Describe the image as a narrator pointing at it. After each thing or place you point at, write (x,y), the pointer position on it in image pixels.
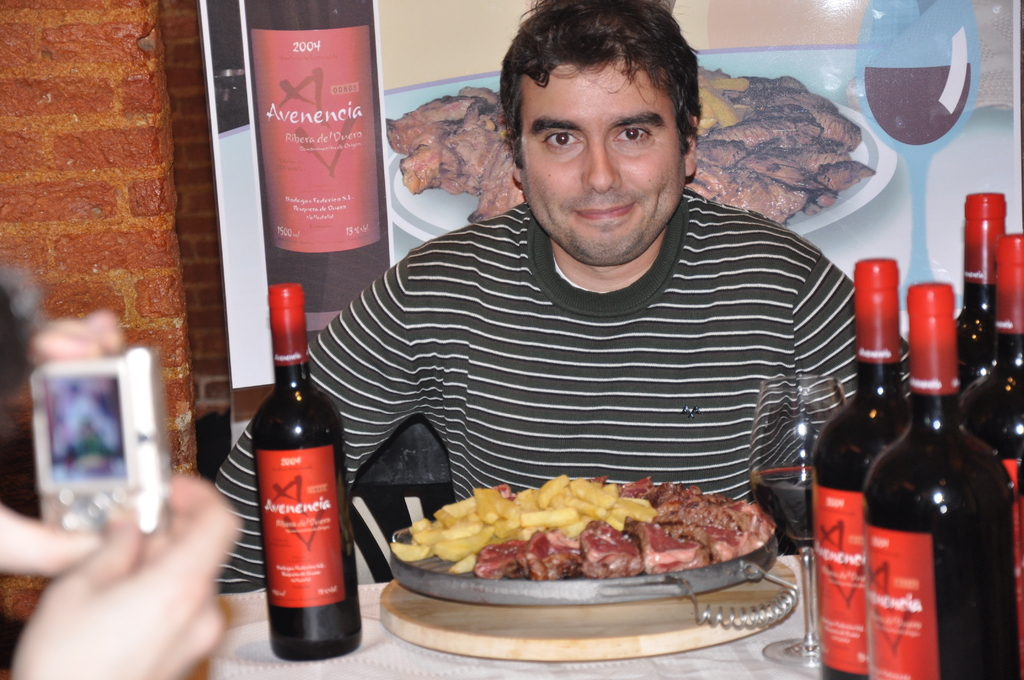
In this image we can see one person (557,448) sitting on a chair (374,504), one red wall (164,42), one table (389,660) covered with white cloth (433,662) and different kinds of objects (681,528) are on the table (380,649). Backside of the person (561,358) there is one big banner (497,6) and one person hands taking a photo.
